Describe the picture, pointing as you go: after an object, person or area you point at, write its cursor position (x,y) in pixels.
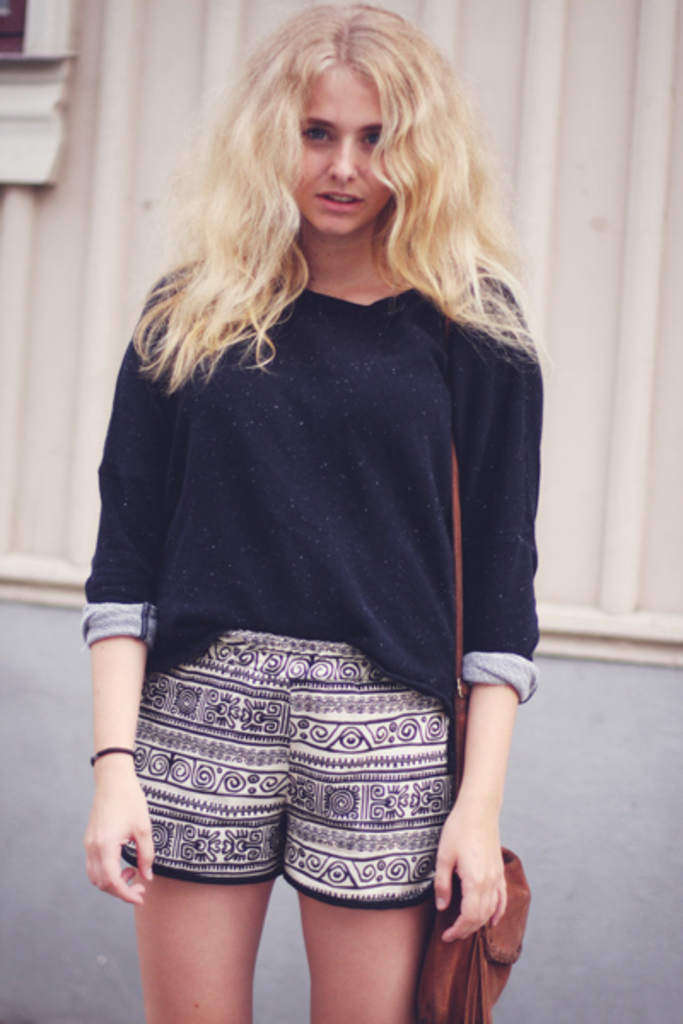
In this image we can see a woman (275,617) standing and carrying a bag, in the background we can see a wall (675,22).
